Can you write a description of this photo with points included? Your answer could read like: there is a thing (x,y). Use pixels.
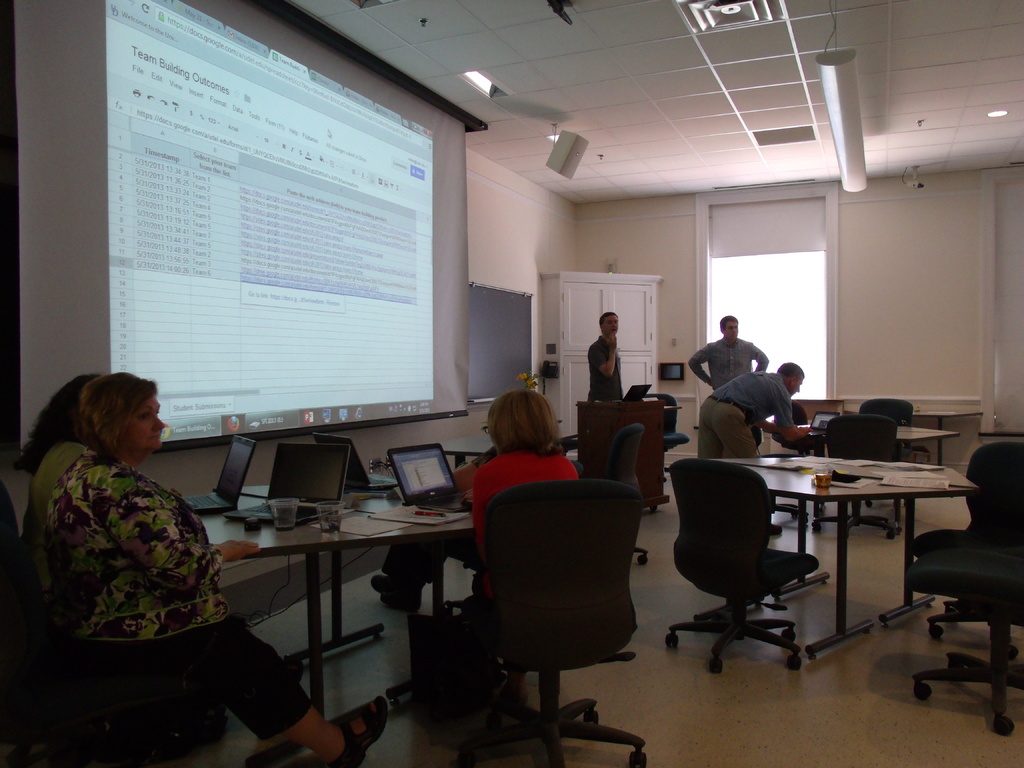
This picture shows a group of people (539,443) seated with their laptops (430,480) on the table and we see three men (700,422) standing and we see a projector screen (459,402) and we see couple of chairs (854,422) and tables (814,472).
